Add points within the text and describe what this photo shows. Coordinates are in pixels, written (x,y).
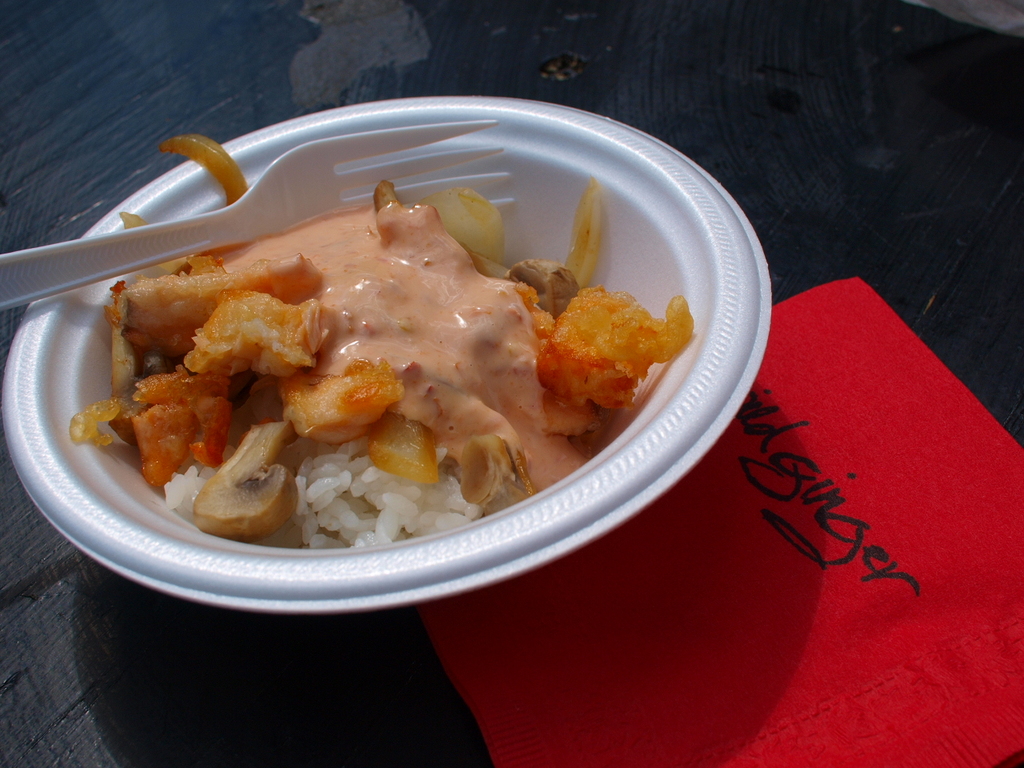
In this image there is a food item (349,360) kept in a white color bowl (637,230) and there is a fork (174,250) in to this bowl (293,322) and there is a cloth (772,586) which is in red color is at bottom right corner of this image (739,592).
